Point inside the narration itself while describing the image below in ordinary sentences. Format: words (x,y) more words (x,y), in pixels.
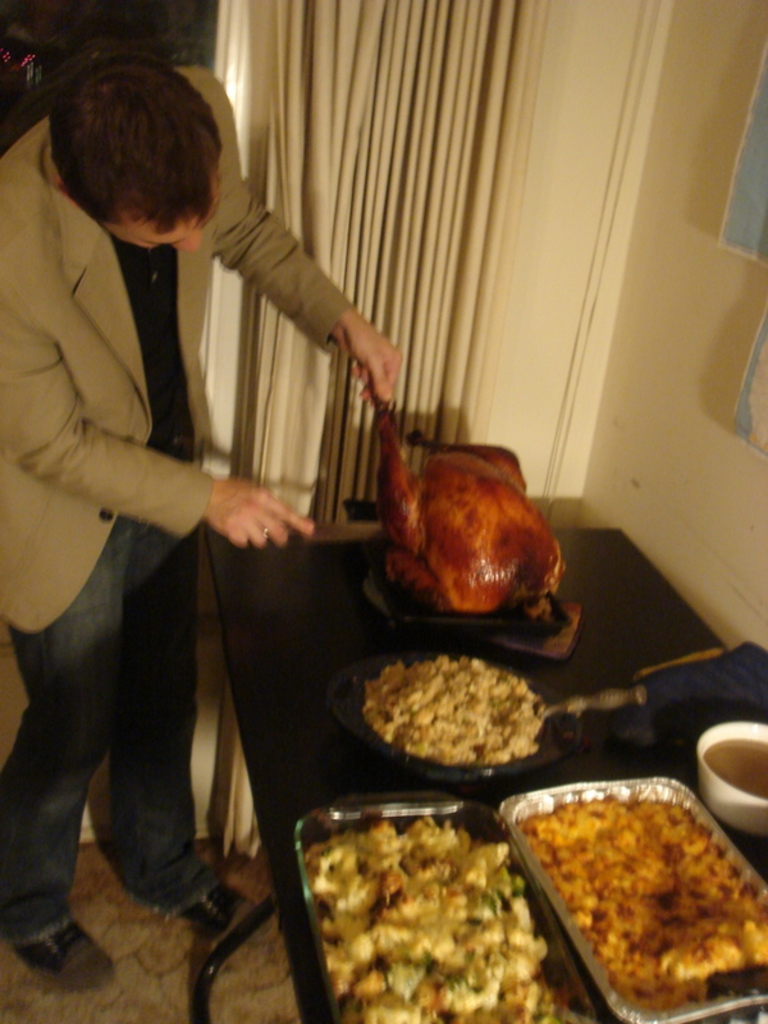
On the left side (64,142) a man (145,352) is standing and holding the chicken (457,518) in his left hand (378,369). He wore coat (112,352), trouser (98,636). On the right side (512,140) there is a curtain (491,156).
